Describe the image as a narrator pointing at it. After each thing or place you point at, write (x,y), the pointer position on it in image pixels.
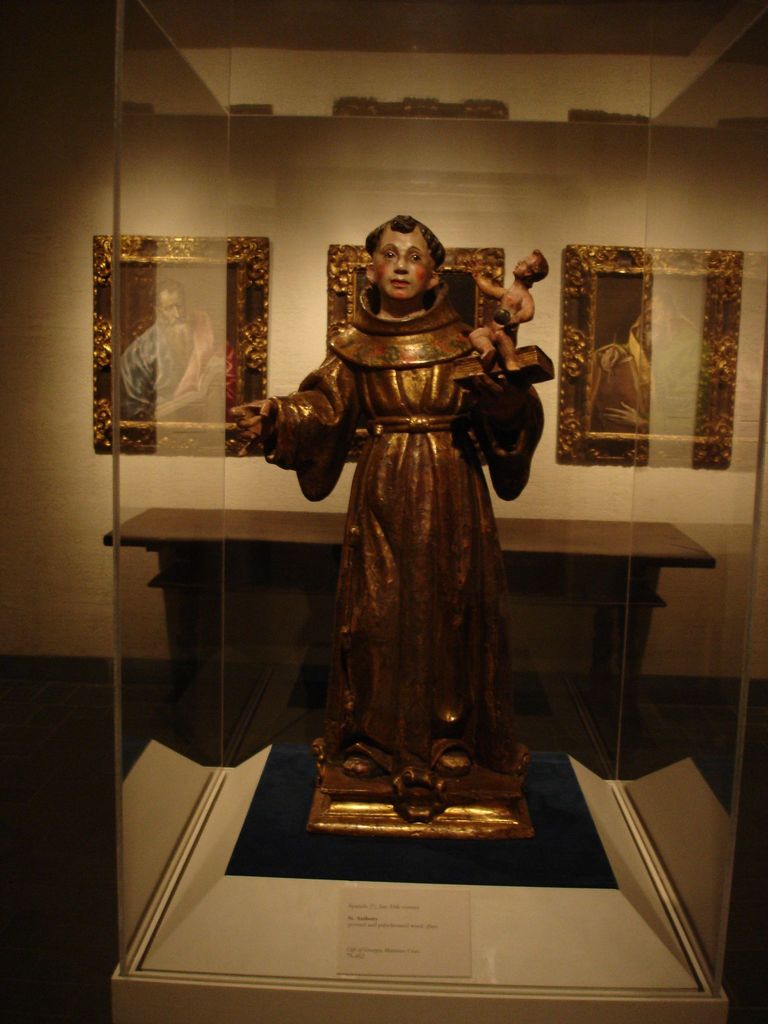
In this image I can see a glass box (634,170) and in the box (553,167) I can see a statue (439,259) of a person (350,412). In the background (24,397) I can see the wall (39,369) and few photo frames (256,306) attached to the wall (556,382).
